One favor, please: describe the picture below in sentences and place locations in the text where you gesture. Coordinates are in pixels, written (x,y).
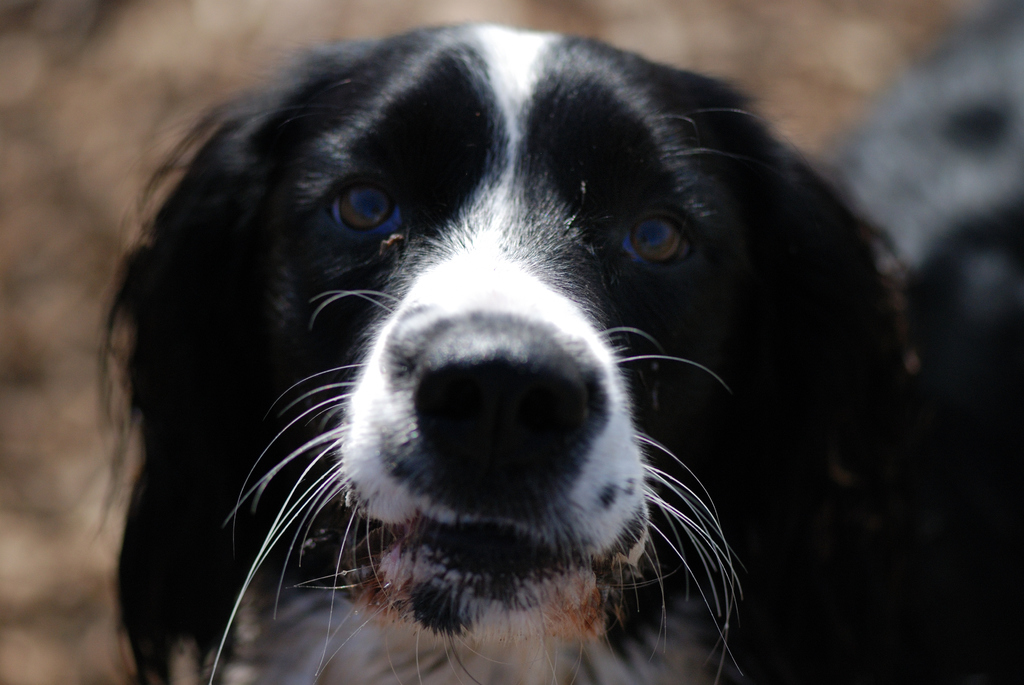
In this image, I can see a dog (714,328), which is black and white in color. The background (103,65) looks blurry.
